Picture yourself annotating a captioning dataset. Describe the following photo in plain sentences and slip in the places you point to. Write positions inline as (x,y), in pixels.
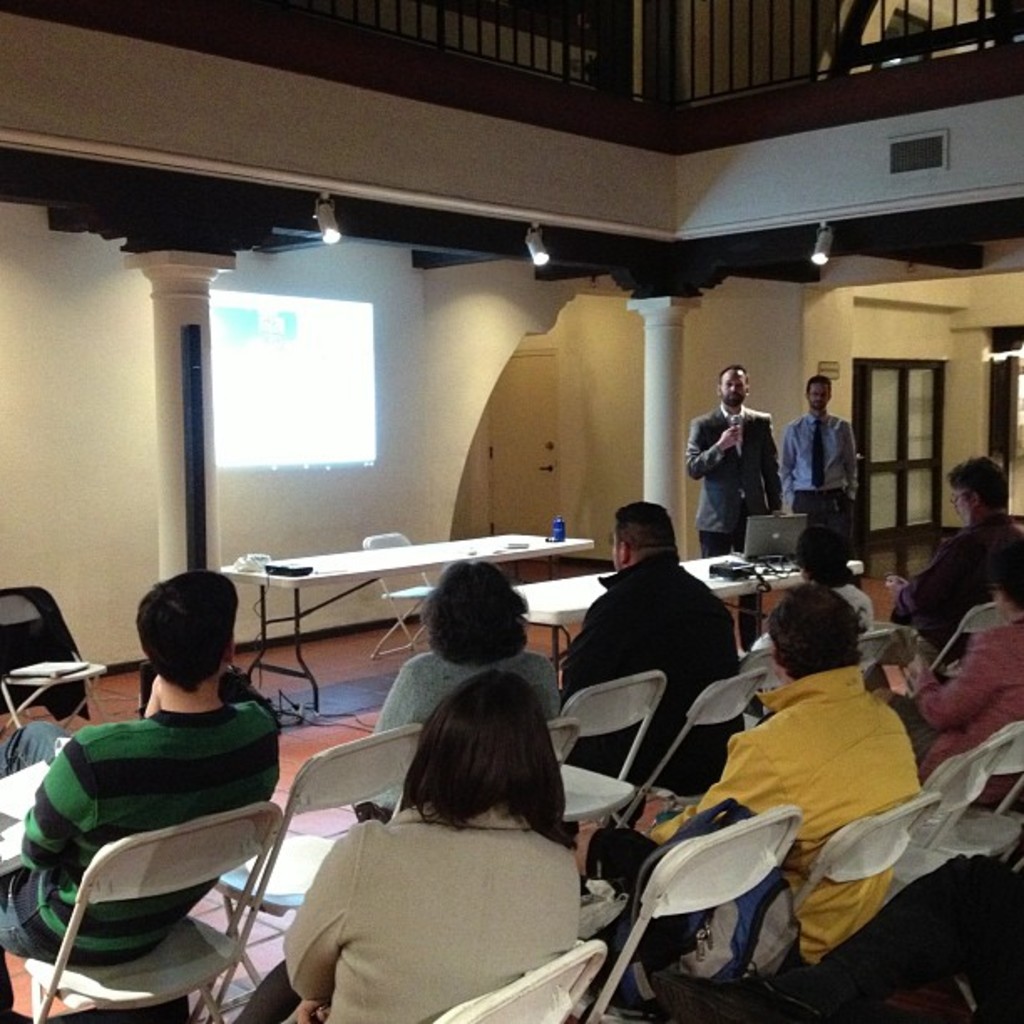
In this image there is a person (701,441) standing and holding a mic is addressing a group of people (444,704) seated on chairs (362,751) in front of him, in front of the person (719,470) holding the mic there are chairs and tables (555,649), behind the person (732,510) there is another person (795,455) standing, in the background of the image (662,479) there is a pillar (657,464) and glass doors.
